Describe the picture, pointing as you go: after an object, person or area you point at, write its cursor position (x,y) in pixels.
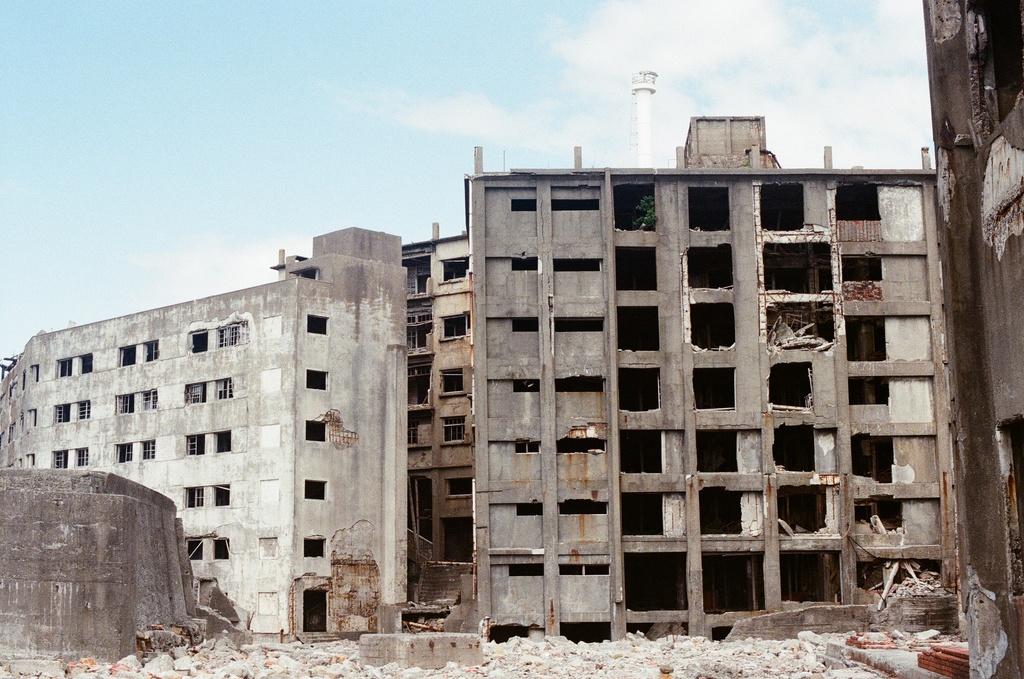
In this image I can see few buildings (483,445) which are cream, grey and brown in color and few rocks (317,664) on the ground (703,659). In the background (621,84) I can see the sky (326,150) and a white colored tower (650,128).
